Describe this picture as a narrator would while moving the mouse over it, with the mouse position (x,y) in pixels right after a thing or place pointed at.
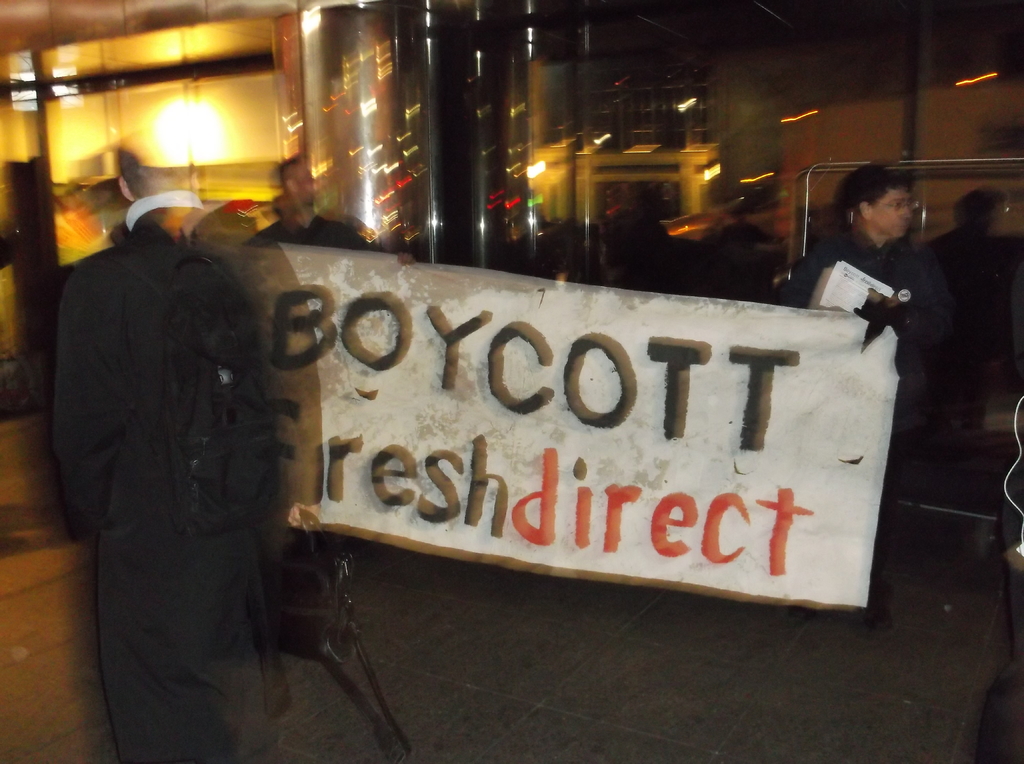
In this image I can see a person (143,255) wearing and holding a bag (306,626). He is wearing black dress (134,437). I can see a white board (703,511), yellow lights (191,105) and few people (971,272) back.
